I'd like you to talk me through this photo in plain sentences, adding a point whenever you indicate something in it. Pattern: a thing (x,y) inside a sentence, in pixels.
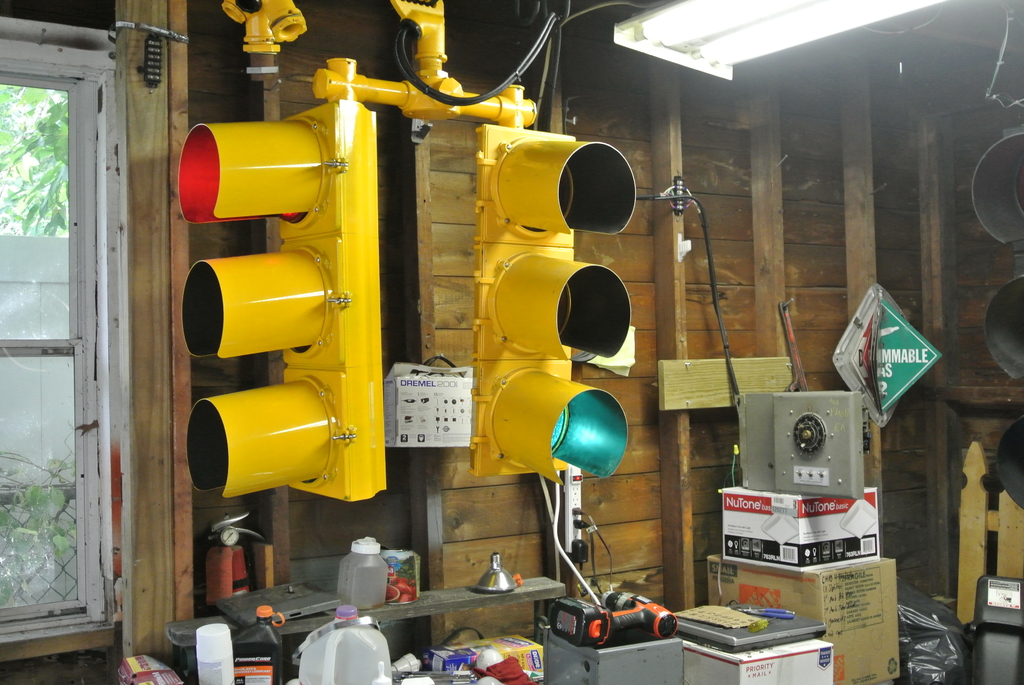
As we can see in the image there are traffic signals (291,343), window (97,419), boxes (805,656), bottles (348,676) and outside the window (68,616) there is wall (50,323) and trees (19,195).
